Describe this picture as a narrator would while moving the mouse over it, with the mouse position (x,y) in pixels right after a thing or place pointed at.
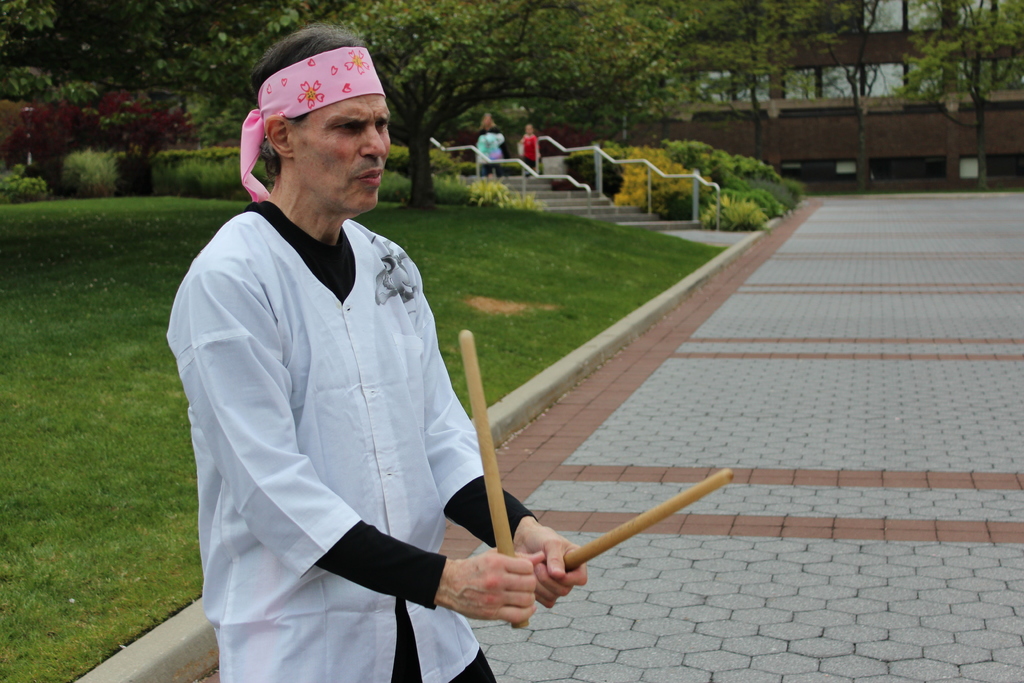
In this image I can see the person (306,357) holding two sticks (511,558) and the person (508,507) is wearing white and black color dress (322,443). In the background (426,182) I can see two persons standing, few stairs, trees (494,20) in green color and I can also see the building (861,76) and few glass windows (915,9).
